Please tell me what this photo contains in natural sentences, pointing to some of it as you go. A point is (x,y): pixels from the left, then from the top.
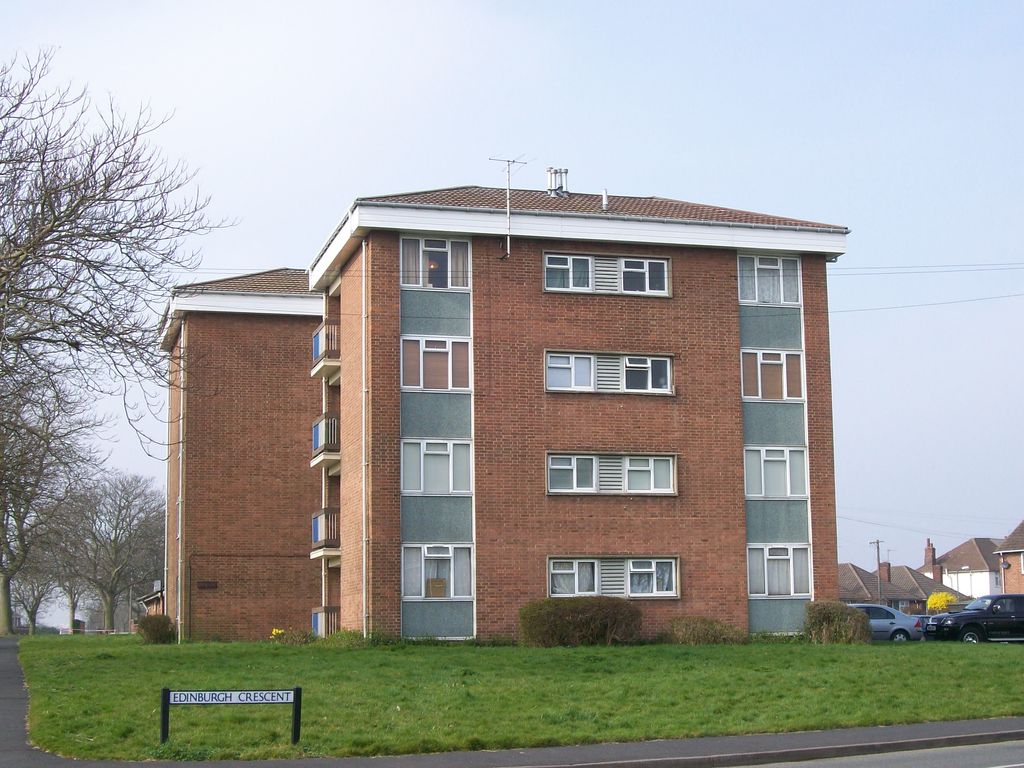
In this image we can see a building (584,482) with windows (582,465) and a roof (535,212). We can also see some cars (878,612) on the road (908,754), a street sign (233,703), grass (252,659), a group of trees (130,553), some houses (1004,558) with roof (916,589), the plants (933,602) and the sky (637,67) which looks cloudy.
